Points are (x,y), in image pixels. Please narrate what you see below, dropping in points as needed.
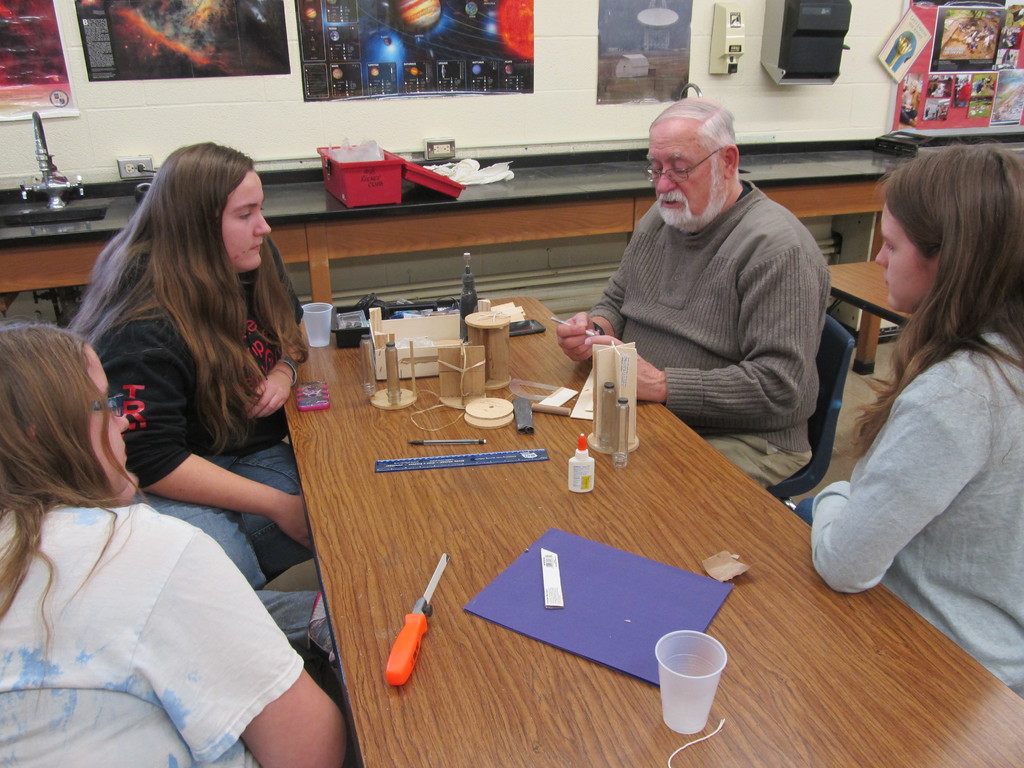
There are four people (645,230) sitting. And there is a table (560,529). There are chairs (831,453). On the table (559,499) there are cups (713,653), some wooden items (488,365), box (458,338), driller (469,307), glasses (307,315), bottles (587,477) and a pen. In the background (386,123) there is a wall (590,124). There are many paintings (102,47). And there is a table (587,176). On the table (568,179) there is a red box (377,174) and a tap (48,177) and a sink (54,212) is over there.
